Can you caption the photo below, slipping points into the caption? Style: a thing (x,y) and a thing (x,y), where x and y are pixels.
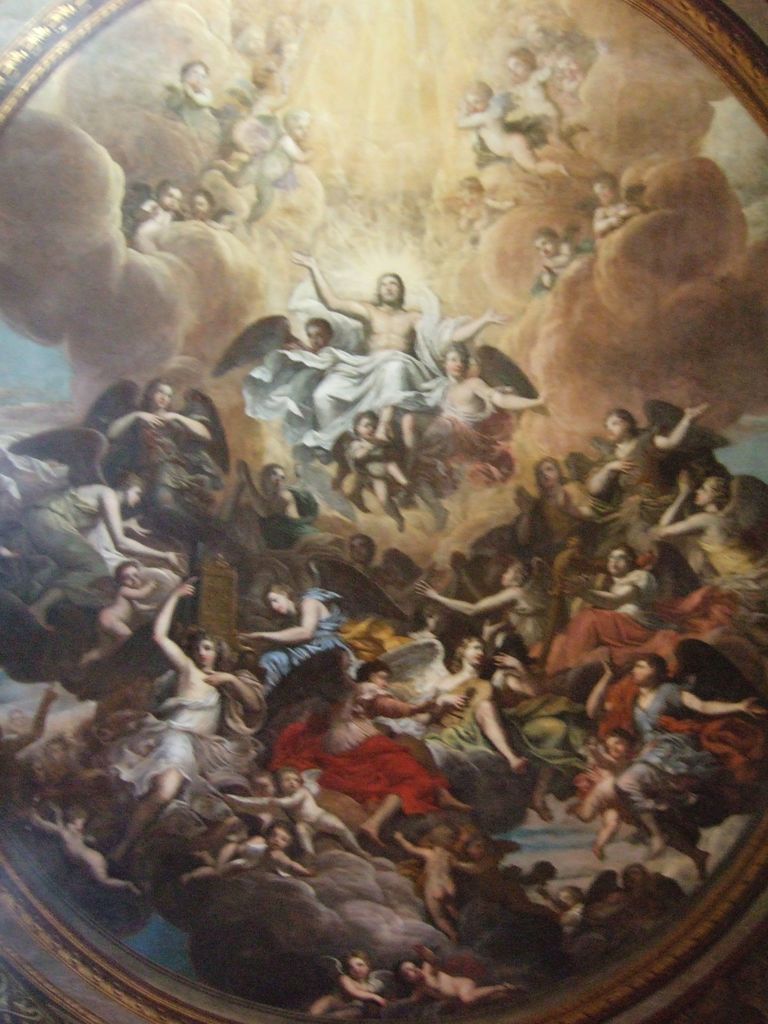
This is the painting image in which there are persons (433,374) and it looks like a frame (213,997).
